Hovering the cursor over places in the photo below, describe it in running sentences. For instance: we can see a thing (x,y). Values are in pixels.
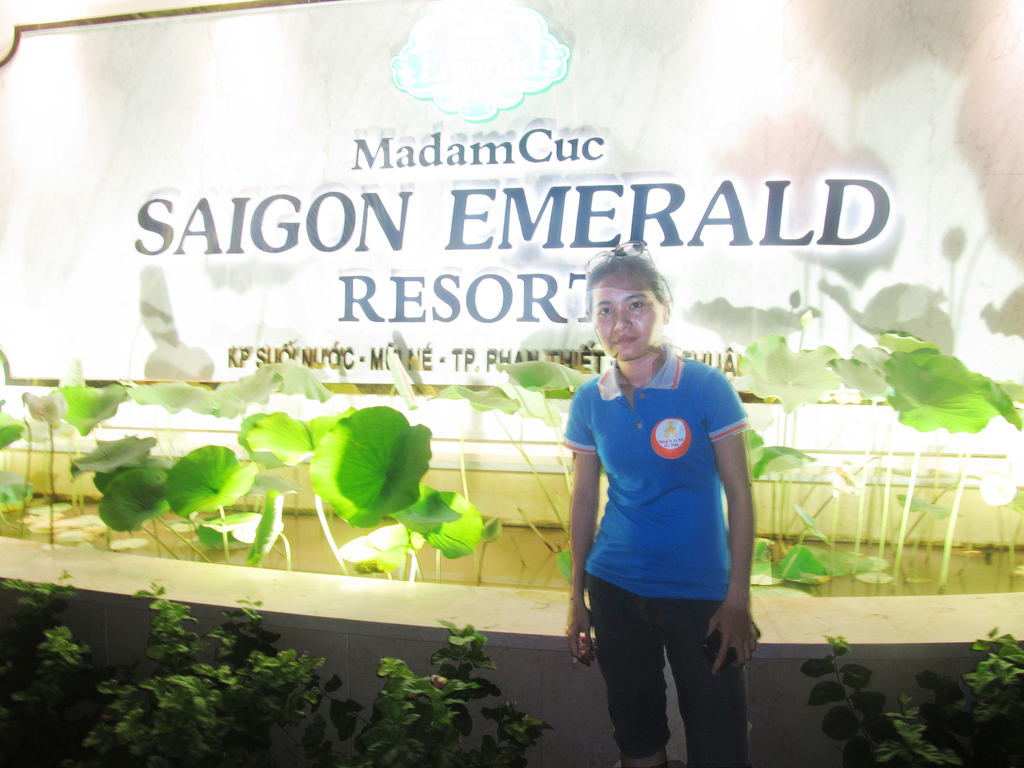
In the picture I can see a woman (648,636) is standing and wearing blue color t-shirt (679,550). In the background (458,113) I can see plants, something (574,225) written on a board (552,211) and some other objects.
